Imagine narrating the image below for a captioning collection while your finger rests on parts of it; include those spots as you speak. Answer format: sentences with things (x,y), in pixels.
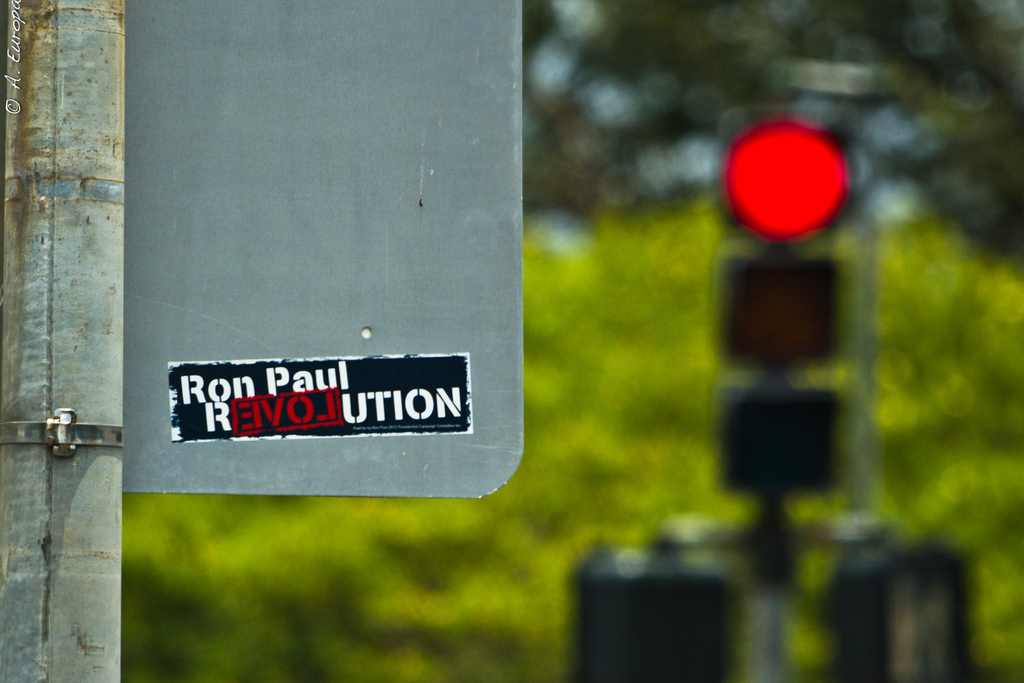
In this picture I can see there is a board (152,474) and there is a sticker (266,426) on it. in the backdrop (671,452) I can see there is a traffic lights (724,335) and there are trees (556,341).
